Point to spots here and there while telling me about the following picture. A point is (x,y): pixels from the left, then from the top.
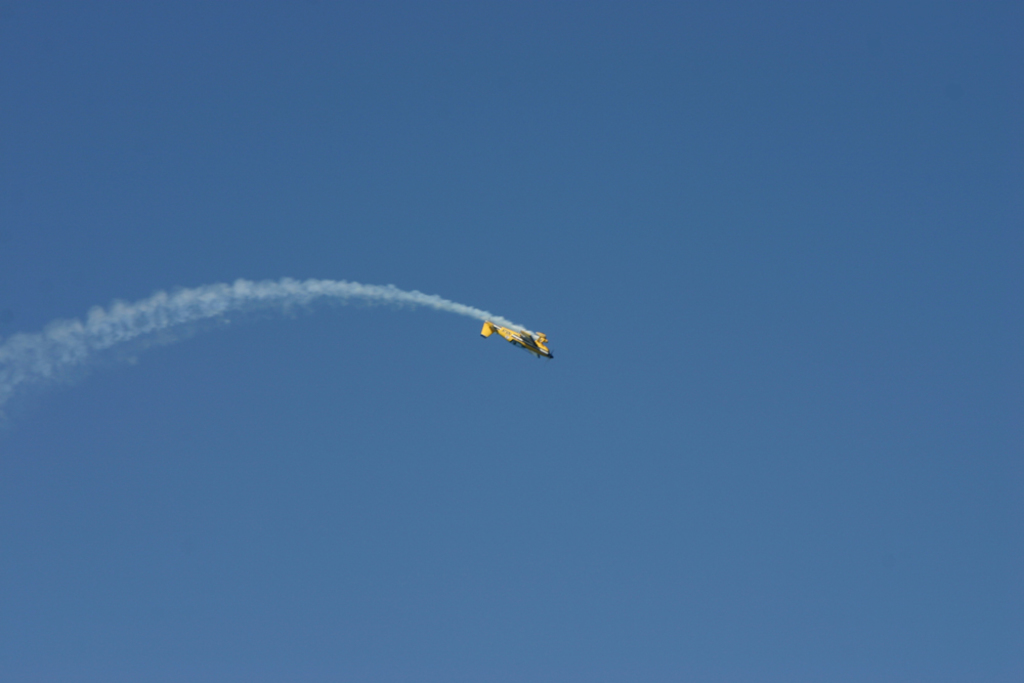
In this image there is an airplane (511,329) flying in the air (572,406). Background (524,278) there is sky (533,261). The airplane (541,354) is releasing the smoke (156,311).
